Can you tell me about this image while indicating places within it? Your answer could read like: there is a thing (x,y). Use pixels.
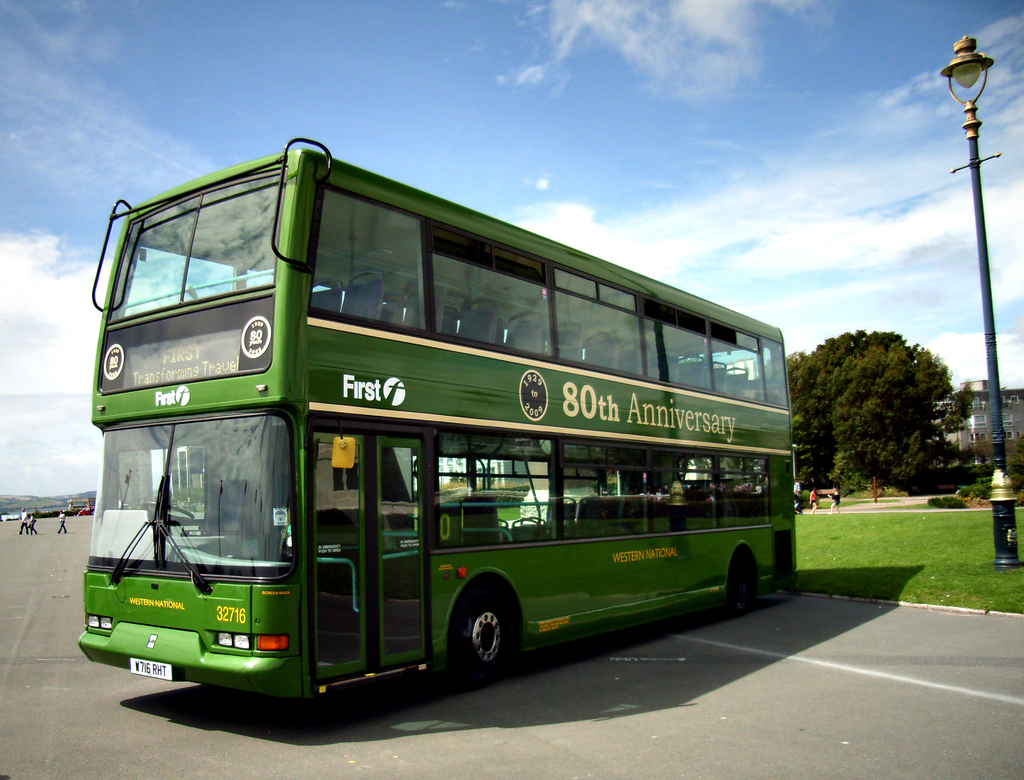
In this image in front (715,471) there is a bus (99,566) on the road (681,687). Behind the bus (109,579) there is grass (874,543) on the surface (895,553). There is a street light (978,185). On the left side of the image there are people (62,530) walking on the road (31,564). In the background of the image (962,415) there are trees (901,410), buildings (1013,405) and sky (816,154).
